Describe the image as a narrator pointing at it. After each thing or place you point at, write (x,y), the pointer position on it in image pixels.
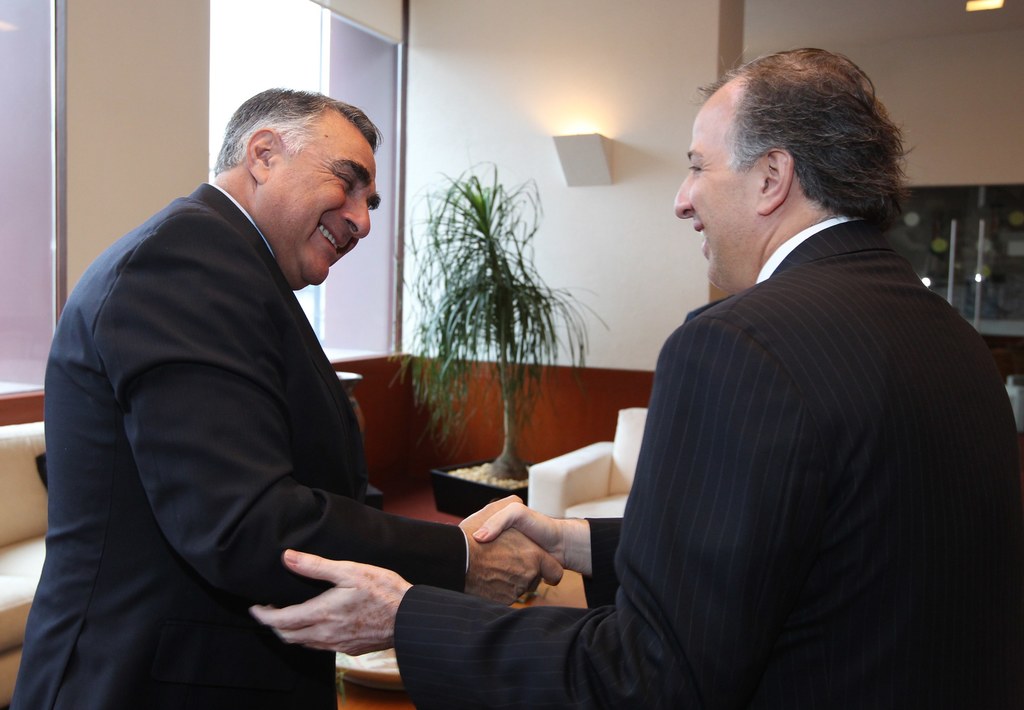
In the center of the image (656,402) two mans (949,317) are standing and smiling. In the background of the image (476,337) we can see wall (436,75), plant (509,318), pot (490,487), couch (582,459), lights (589,138), door (951,223), glass (1001,231), handle (984,240) are there.
